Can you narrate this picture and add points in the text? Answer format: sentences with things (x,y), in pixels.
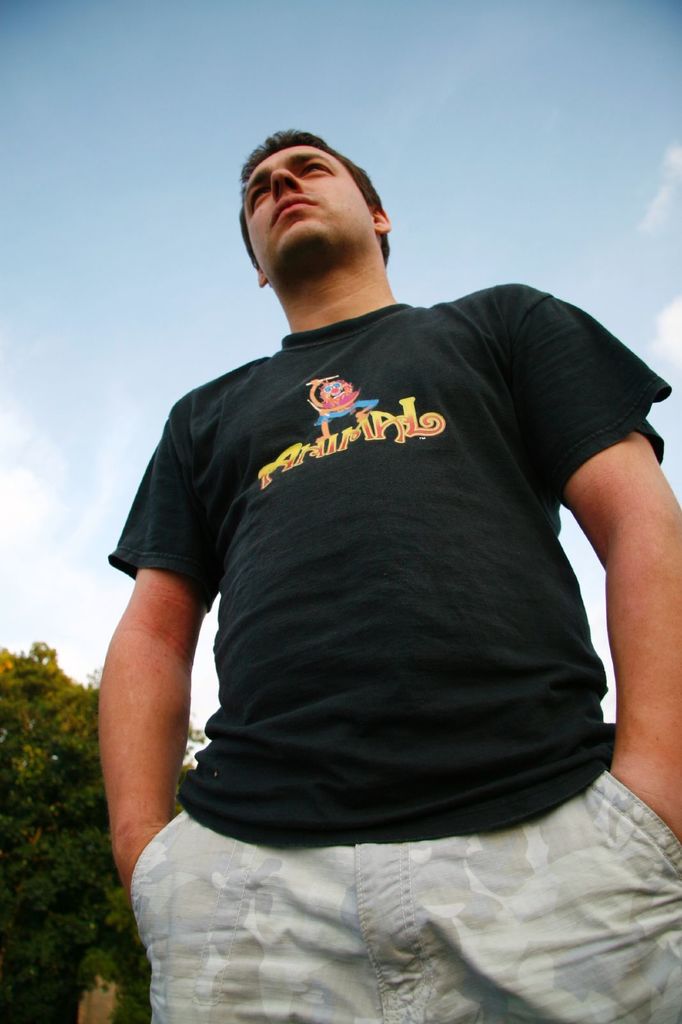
In this picture I can see a person (278,457) standing and wearing black T-shirt (312,657). I can see clouds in the sky (579,54). I can see trees (56,784).
